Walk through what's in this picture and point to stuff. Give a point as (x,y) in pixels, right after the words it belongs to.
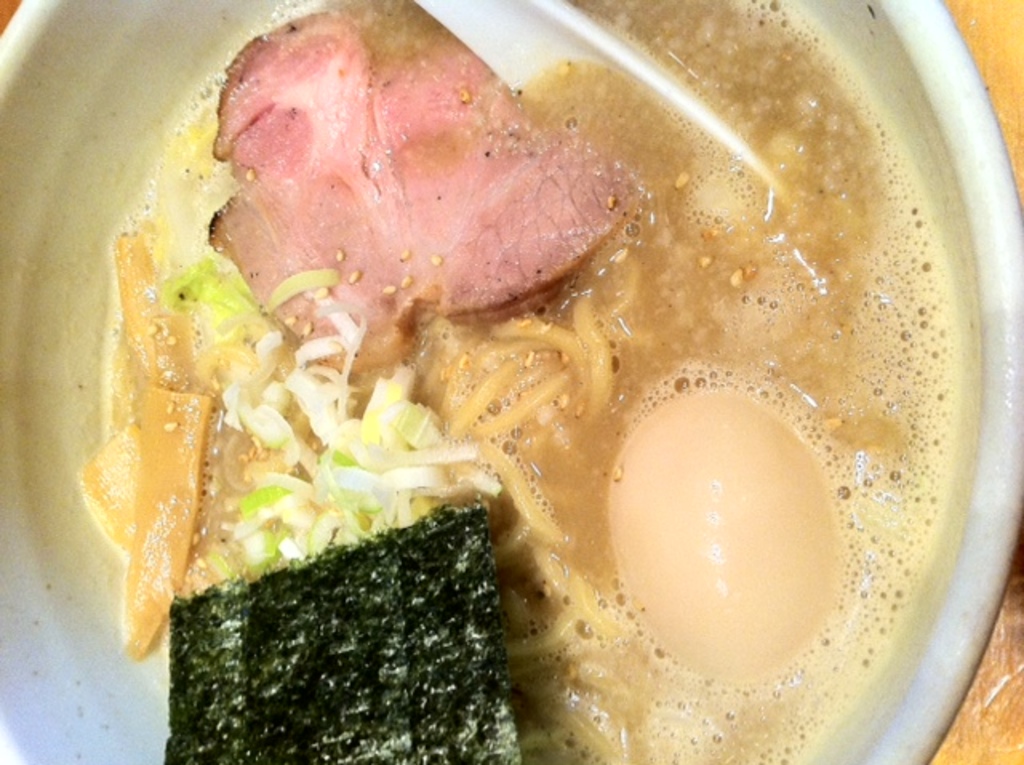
In this image there is a bowl (853,416) with a spoon (543,37), an egg (763,503), soup (762,313), noodles (468,367), meat (248,264) and a few things (322,530) in it and it is kept on the table (983,62).
